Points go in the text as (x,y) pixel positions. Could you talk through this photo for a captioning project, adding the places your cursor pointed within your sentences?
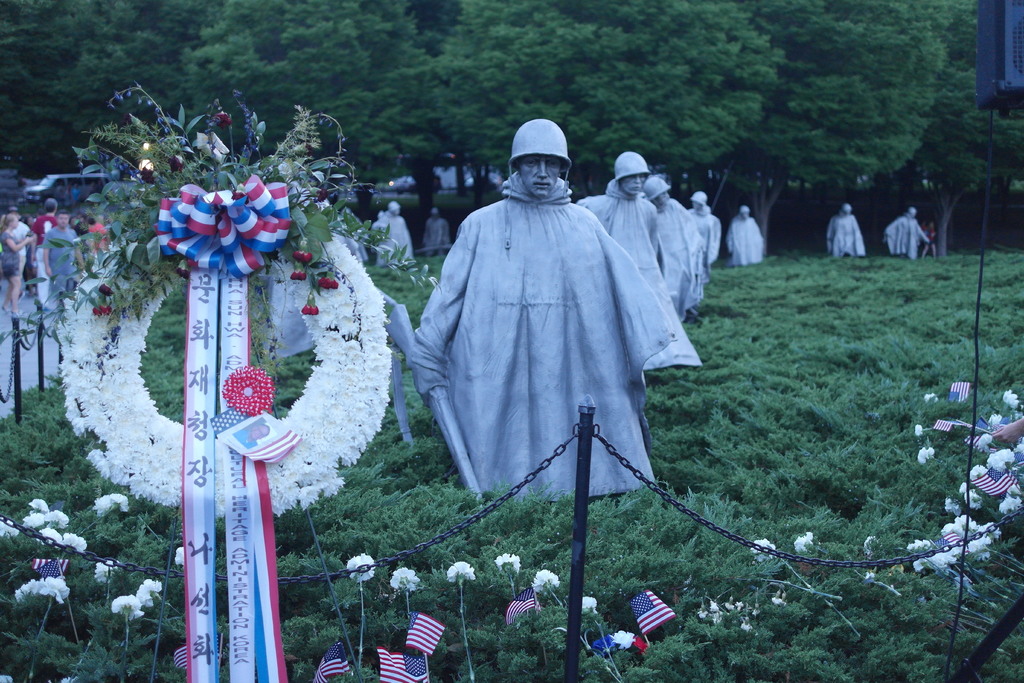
As we can see in the image there are flowers (70,535), plants (787,461), trees (246,7) and few people (645,221) here and there.
